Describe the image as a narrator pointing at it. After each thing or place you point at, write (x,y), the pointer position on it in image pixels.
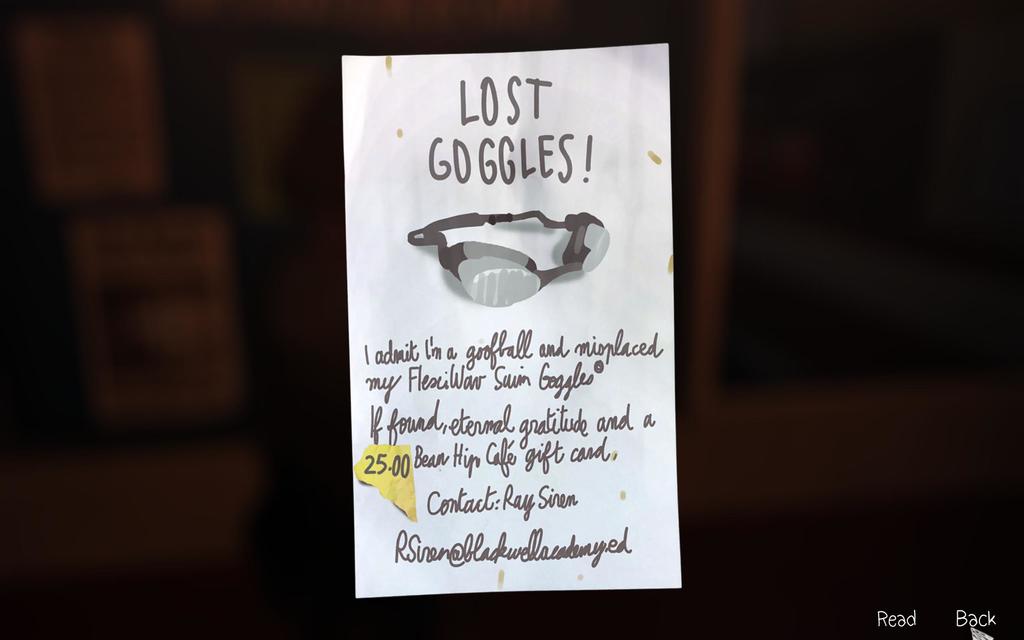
In this image we can able to see a paper note (508,306) with some text (494,357) written on it, there is a goggle image (531,259) on it.
